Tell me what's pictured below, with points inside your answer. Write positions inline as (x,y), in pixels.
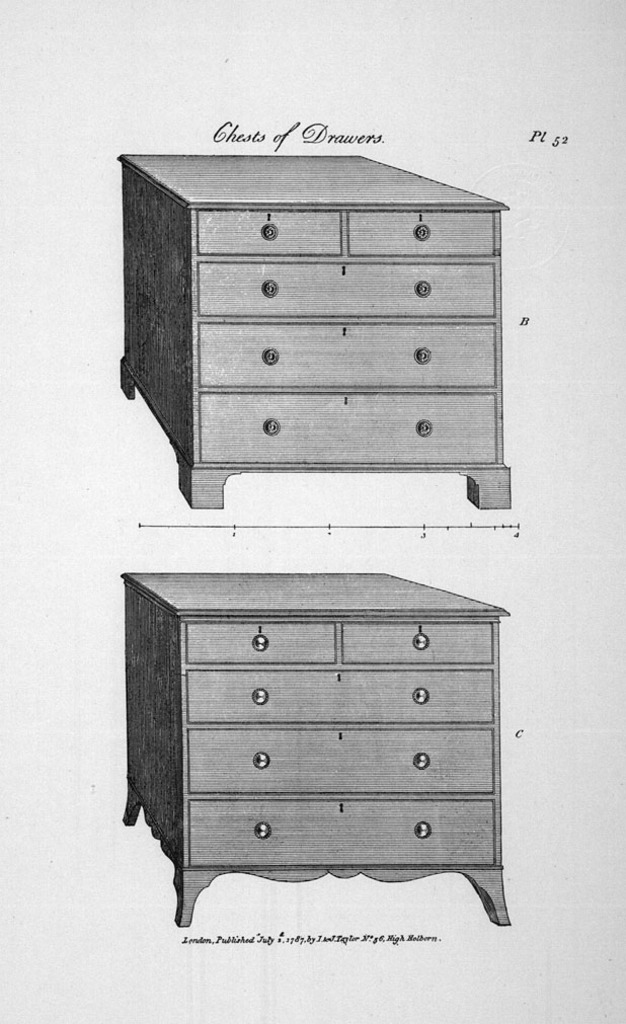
This image is a black and white image. This image consists of a paper (509,125) with two printed images (282,780) of cupboards (303,722) and there is a text (299,936) on it.
